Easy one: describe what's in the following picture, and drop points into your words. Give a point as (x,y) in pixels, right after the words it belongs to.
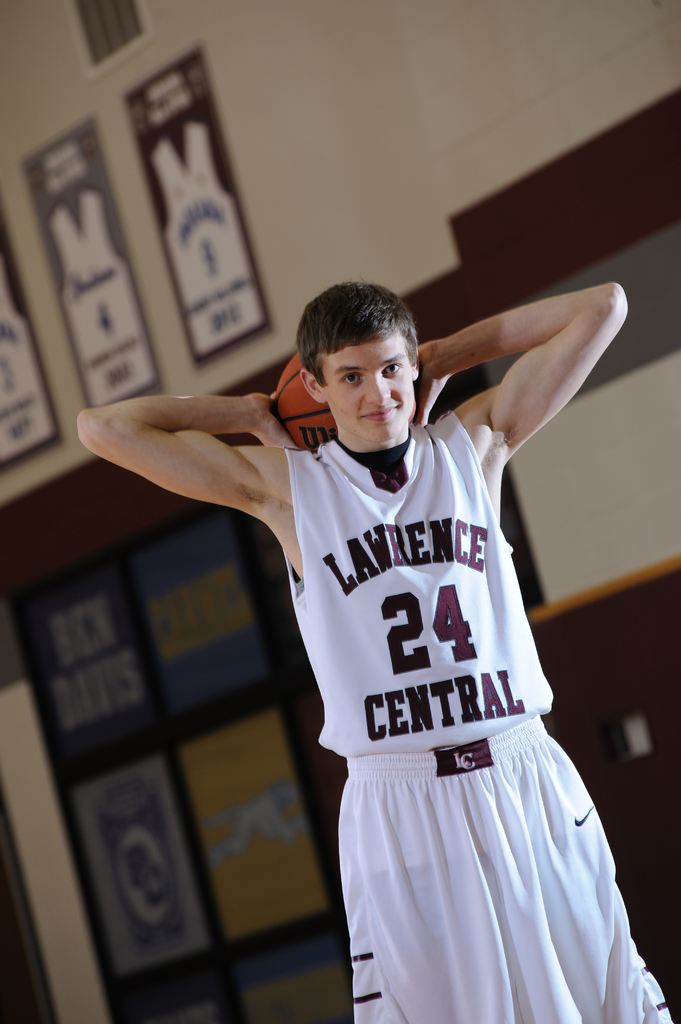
In this image in front (320,388) there is a person (347,484) holding the ball (299,387). Behind him there is a wall (273,133) with the photo frames (221,241) on it.
